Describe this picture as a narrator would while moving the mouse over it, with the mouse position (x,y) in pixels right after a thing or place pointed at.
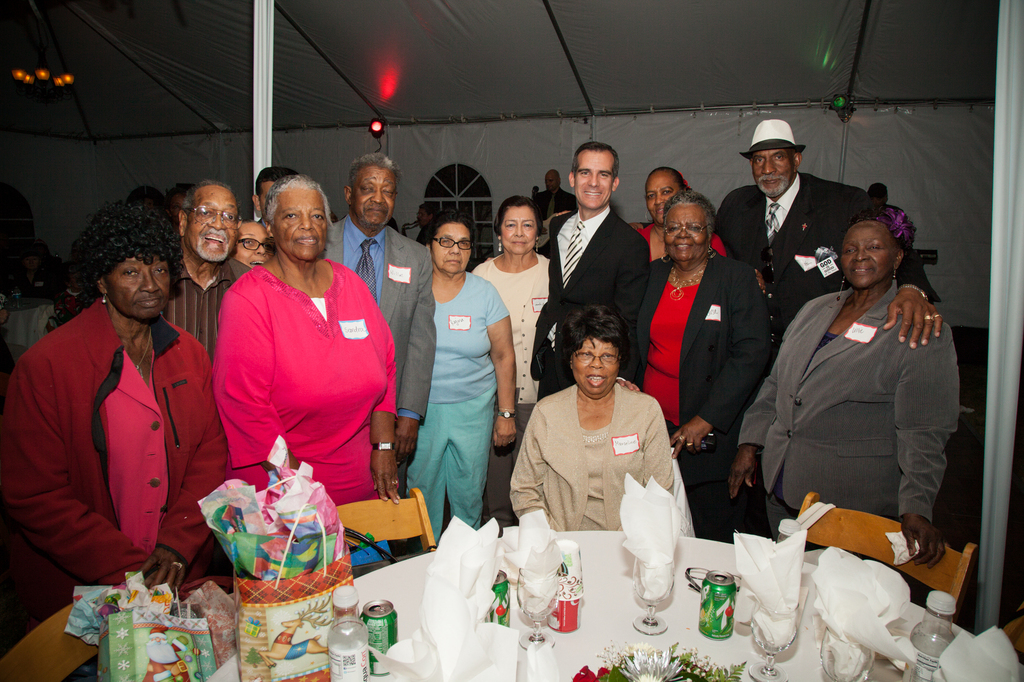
In this image I can see number of people (485,405) and I can see most of them are standing. I can see few of them are wearing suit (777,266), tie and shirt (671,404). Here I can see few chairs (840,546), a table (588,560) and on this table (617,624) I can see few cans (720,576), few carry bags (323,620), few glasses (777,636), few bottles (948,633) and napkins (506,567). In the background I can see few lights (376,130) and I can also see white colour thing (466,329) on most of their dresses (723,341).
